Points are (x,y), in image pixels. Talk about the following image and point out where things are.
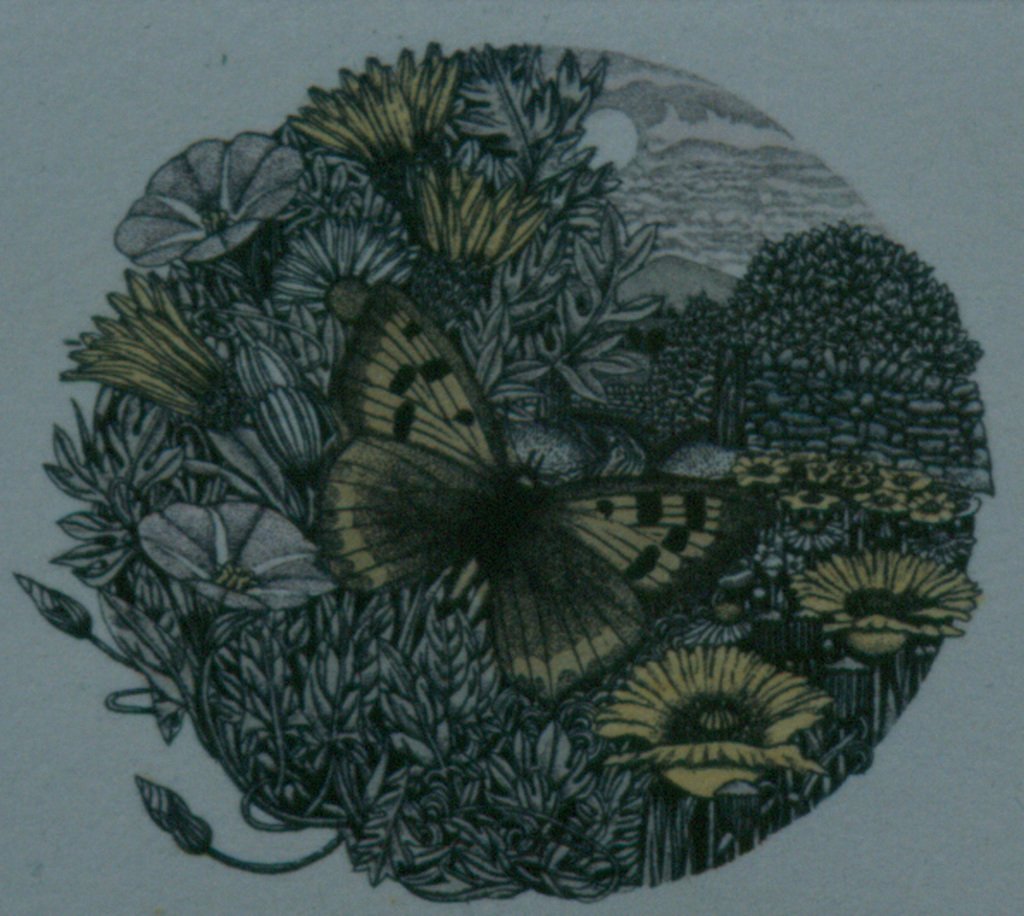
In this picture we can see a painting (328,382). Here we can see flowers (357,223), a butterfly (725,548) and plants (807,661). Here we can see sun (618,120) and sky (744,158).
